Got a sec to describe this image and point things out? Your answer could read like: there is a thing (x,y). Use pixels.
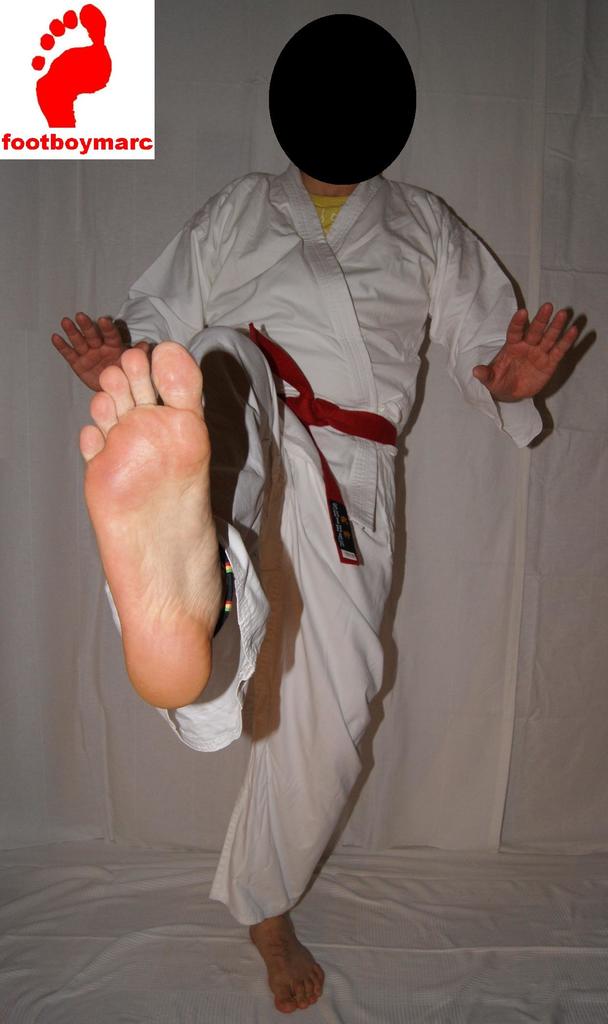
In the foreground of this image (272,494), there is a person (358,489) standing on one foot (288,959) and the background (467,692), there is a white cloth (475,707).
